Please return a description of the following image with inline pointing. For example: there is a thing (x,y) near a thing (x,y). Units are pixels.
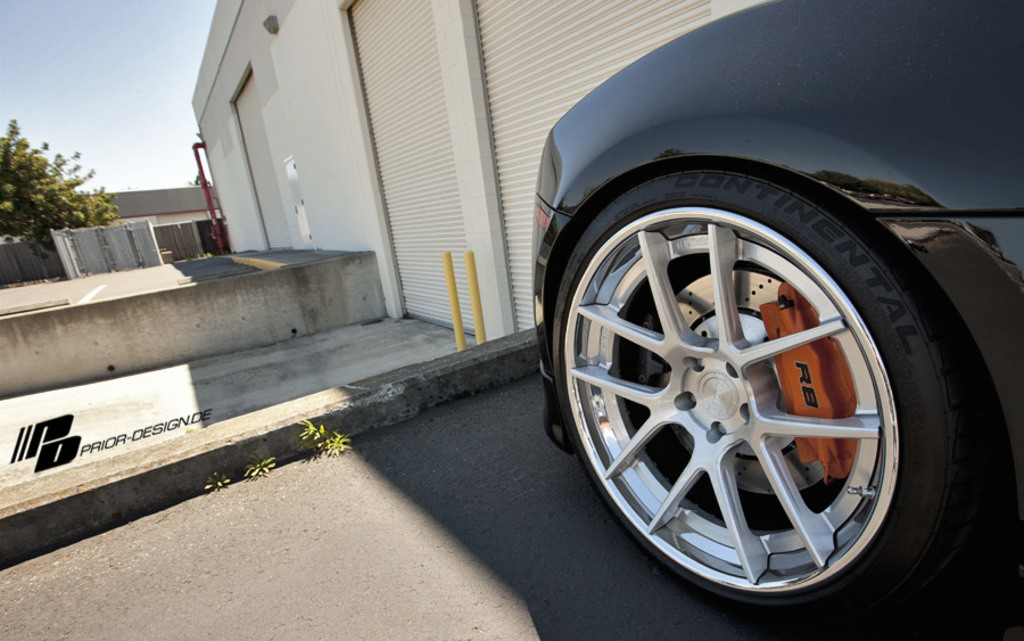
In this picture, there is a car (710,156) towards the right (792,288). It is in black in color. On the top (318,64), there is a building (347,158) with roller shutters (534,92). Towards the left (14,202), there is a tree (14,202). On the top (110,49), there is a sky (143,71).
